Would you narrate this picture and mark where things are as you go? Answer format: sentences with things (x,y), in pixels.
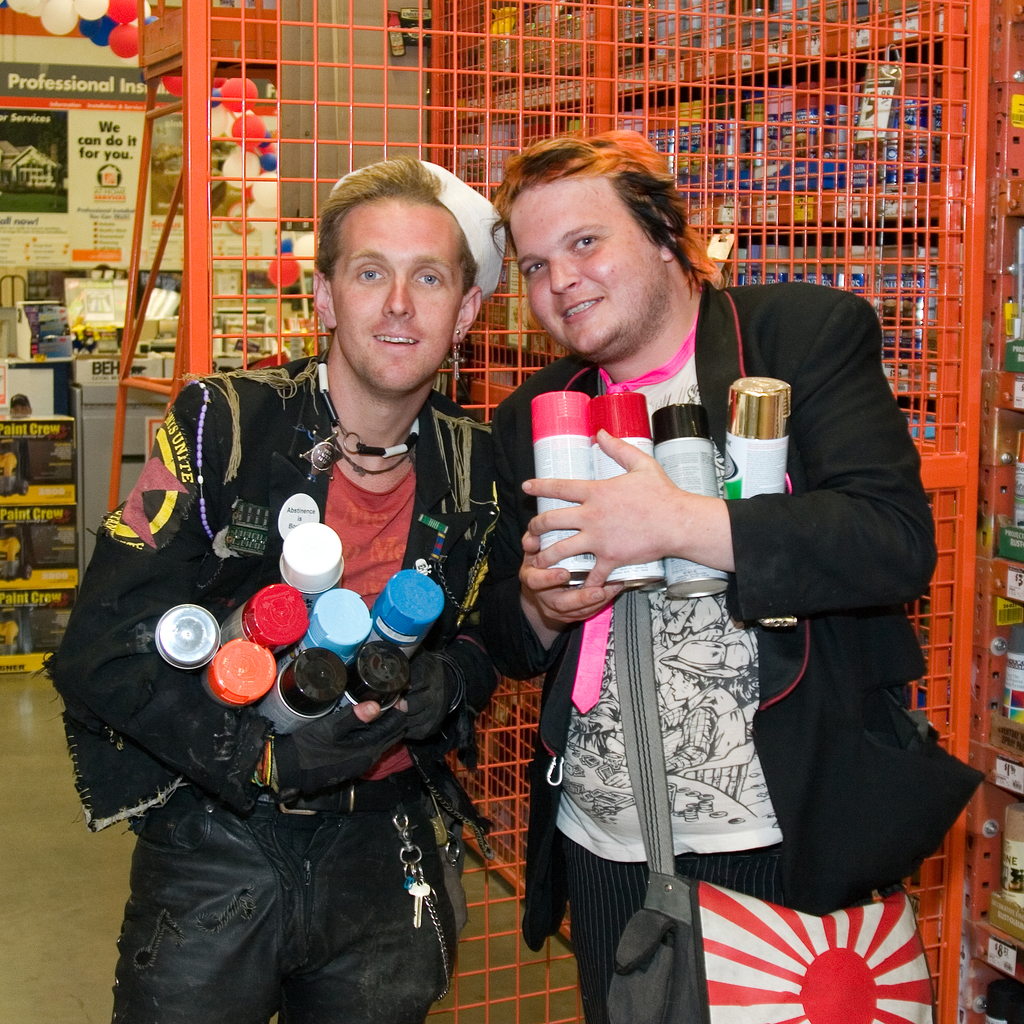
In this image I can see two people (506,463) standing and they are holding few bottles (732,422). Back I can see few objects (58,449) in racks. I can see the orange gate (202,131) and few objects (46,446) on the floor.
